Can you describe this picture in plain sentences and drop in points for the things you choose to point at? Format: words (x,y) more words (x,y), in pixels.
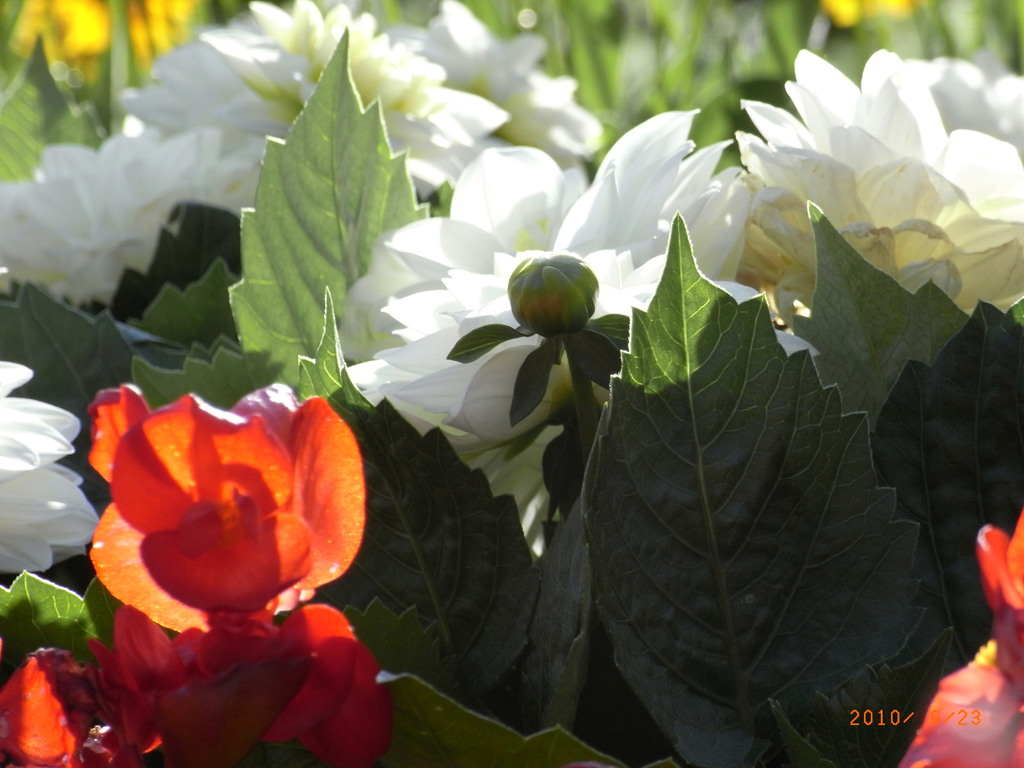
In this picture we can see there are plants (346,573) with flowers (248,87), leaves (861,730) and a bud (527,305). Behind the flowers (151,240) there is the blurred background (871,41). On the image there is a watermark (876,718).
